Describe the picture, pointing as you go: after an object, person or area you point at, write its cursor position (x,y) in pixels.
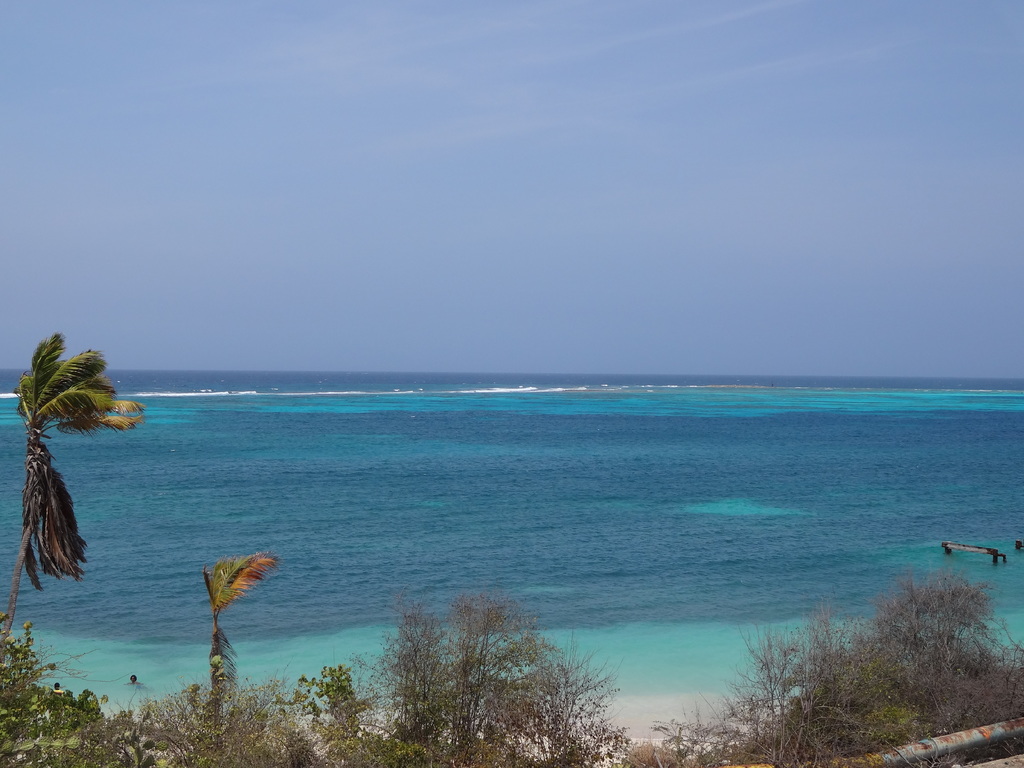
In the center of the image (487,469) there is a sea (353,435). At the bottom (233,586) we can see trees (511,698). In the background (427,262) there is sky (380,189).
